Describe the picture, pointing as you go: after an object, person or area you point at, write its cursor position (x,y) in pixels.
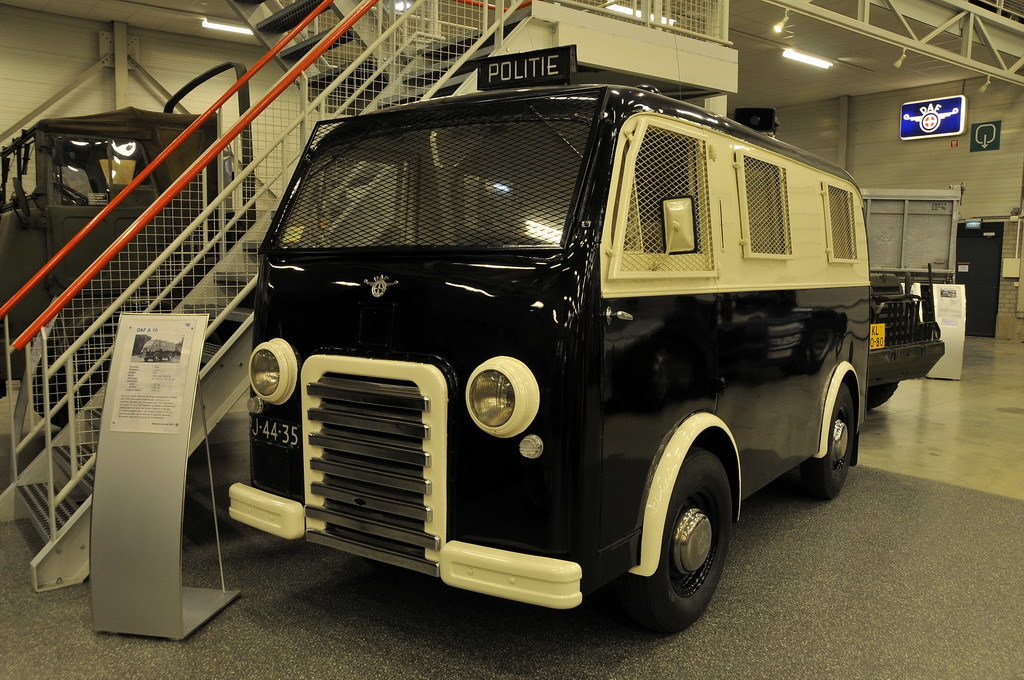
In this image, at the middle (563,353) there is a black color van (481,101), on that van (498,98) there is POLITIE is written, at the left side (32,476) there are some stairs (309,131), at the right side (913,347) there is a black color car (917,359) and there is a blue color sign board (954,134) at top (964,112).
